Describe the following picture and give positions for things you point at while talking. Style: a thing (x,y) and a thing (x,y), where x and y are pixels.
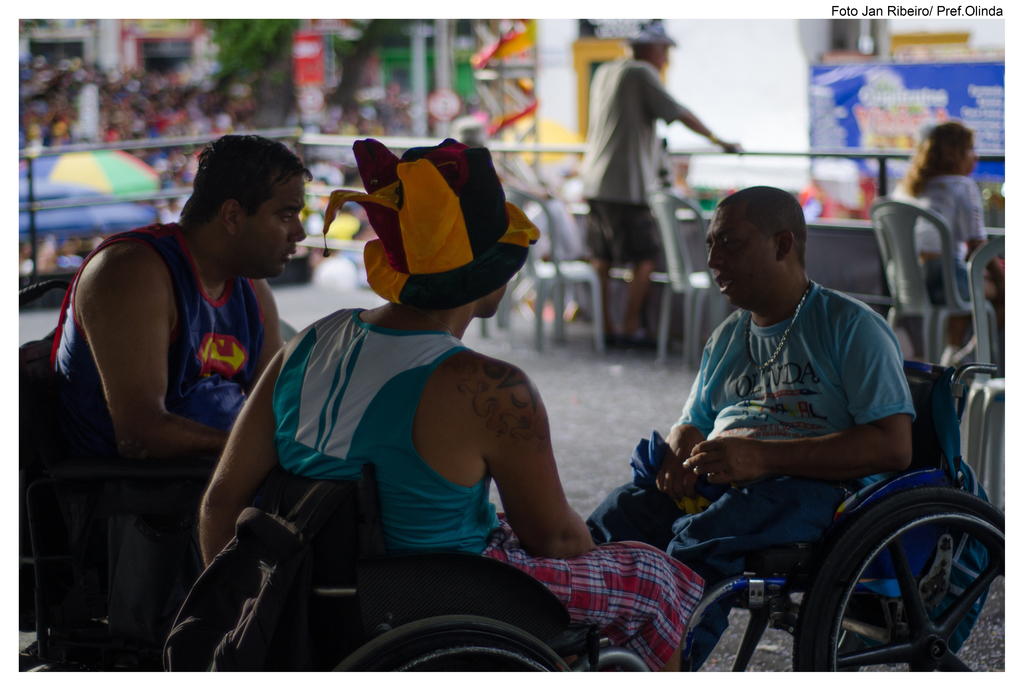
In this picture I can see three people (471,397) sitting on a wheelchair (445,564). I can see a person (361,406) wearing hat (401,268). I can see a person (956,213) sitting on a chair (904,251) on the right side (956,213). I can see a person (617,224) standing. I can see a metal grill fence (206,140).
